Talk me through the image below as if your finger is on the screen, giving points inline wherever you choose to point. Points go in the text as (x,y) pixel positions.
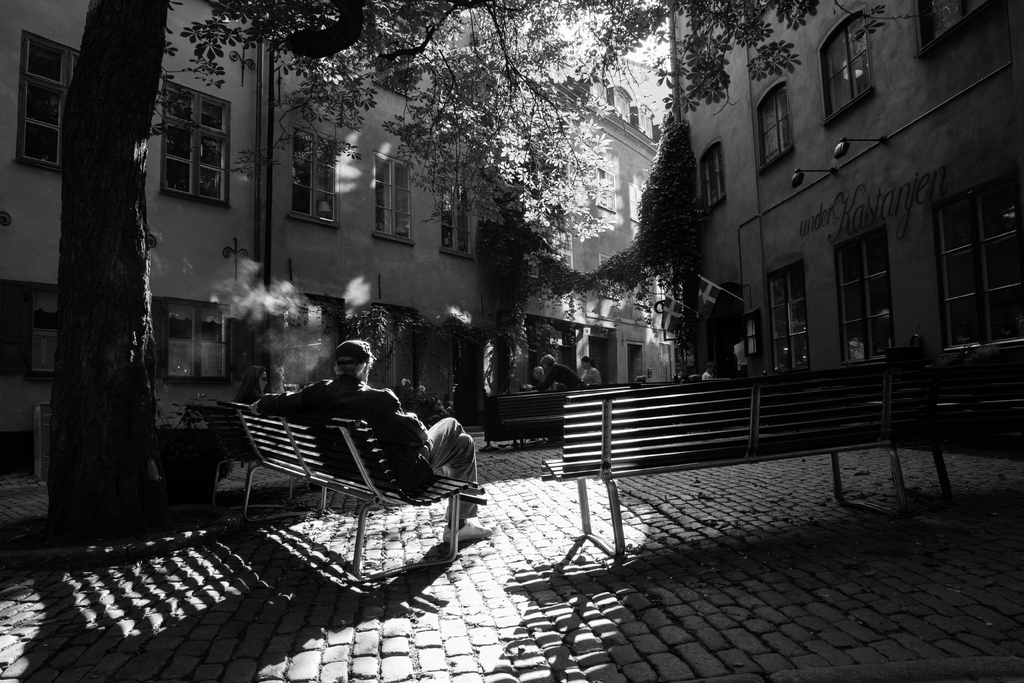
A man (412,474) is sitting in the chair (454,479) on the left (143,363) it's a tree (110,306) behind it's a building (246,244).
